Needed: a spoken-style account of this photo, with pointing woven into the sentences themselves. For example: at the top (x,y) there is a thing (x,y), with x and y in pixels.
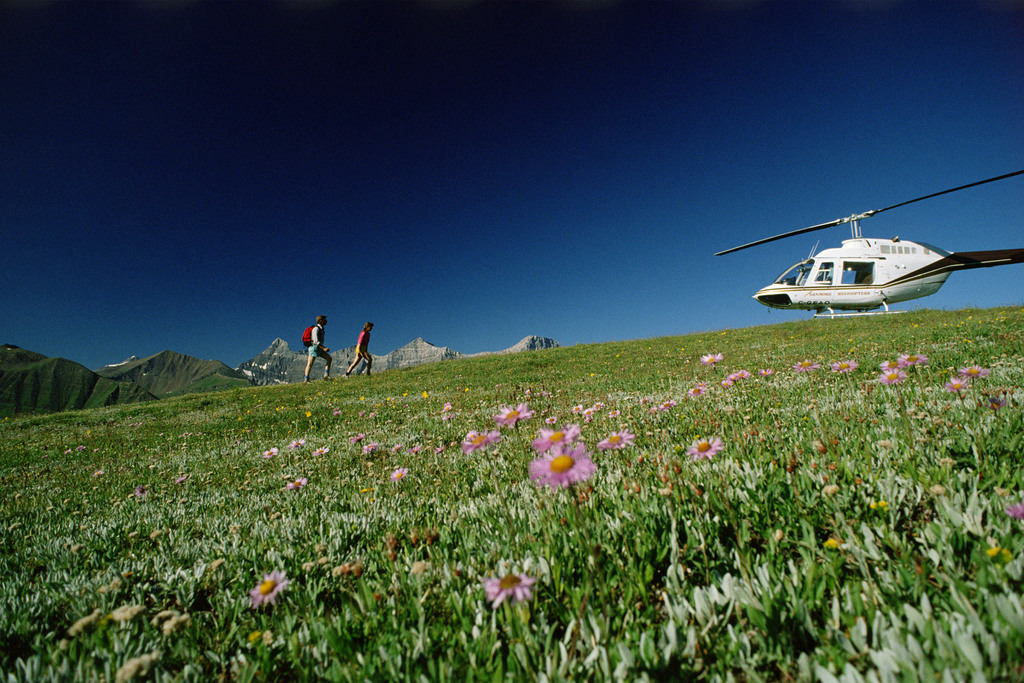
In this picture we can see flowers (527,414), helicopter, two people (370,351) on the grass (212,405), rocks (241,365) and in the background (221,246) we can see the sky (492,112).
